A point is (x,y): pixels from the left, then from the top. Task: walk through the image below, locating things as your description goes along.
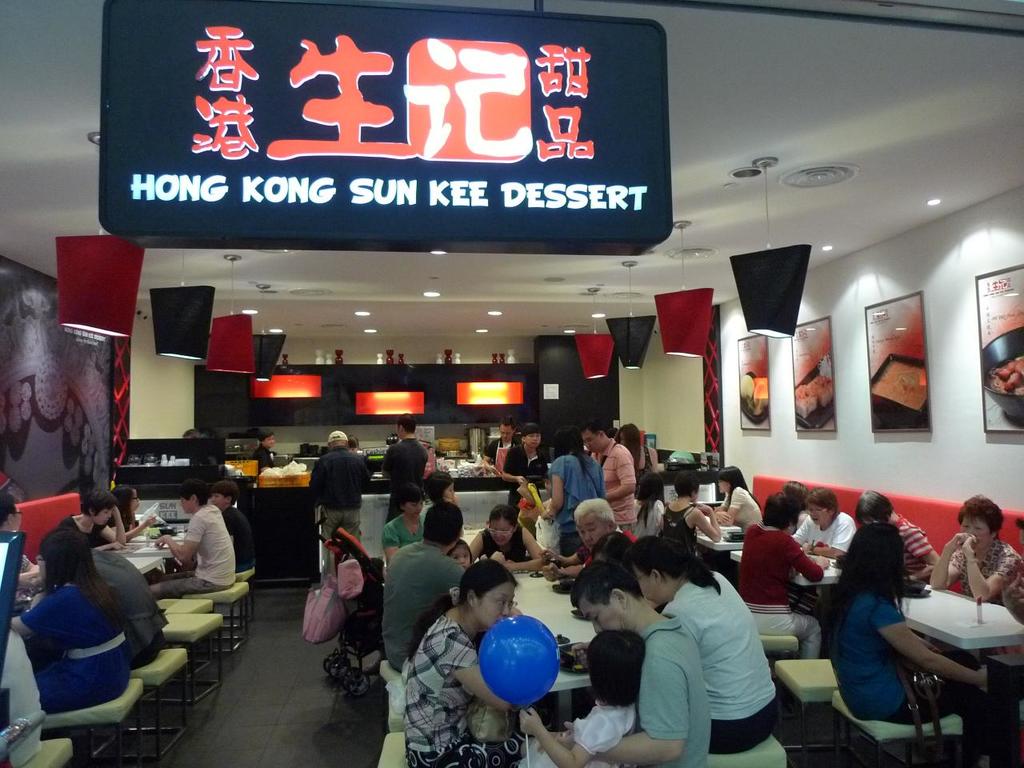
This image consist of a restaurant (753,460) and many people (903,521) are sitting in this image. At the top (124,168), there is a board (472,138) on which it is written as ' Hong kong sun kee dessert'. To the right (993,398), there are four frames (823,324) on the wall (914,438). At the top (92,205), there is a slab (300,325) to which many lights (215,358) are hanged.
